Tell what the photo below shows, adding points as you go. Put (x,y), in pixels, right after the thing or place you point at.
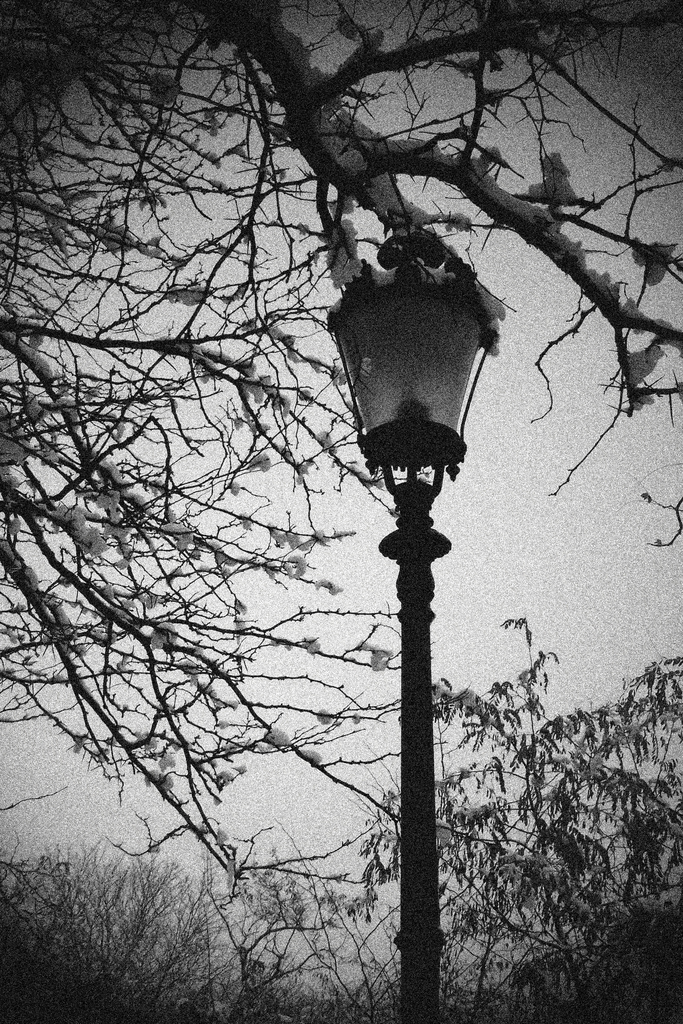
In the picture we can see a pole (434,889) with a lamp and beside it, we can see a part of the tree (294,125) and behind the pole (424,892) we can see some plants (181,999) and sky (393,768).
